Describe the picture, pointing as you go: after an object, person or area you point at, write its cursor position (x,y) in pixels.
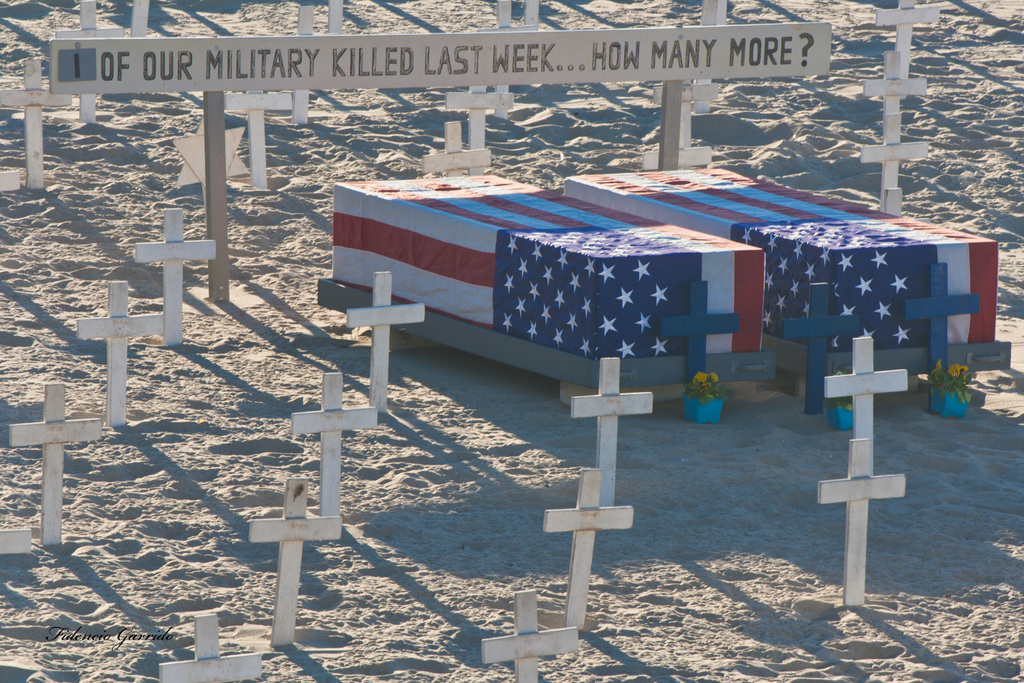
In this image there are two coffin boxes (644,332) covered with flags (725,251) around the coffins (481,248) there are cross (331,499) on the surface (252,230) and there is some text (528,56) written on a wooden stick (407,53), at the bottom of the image (168,633) there is some text (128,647) written, in front of the coffins (675,370) there are flowers (946,380).
